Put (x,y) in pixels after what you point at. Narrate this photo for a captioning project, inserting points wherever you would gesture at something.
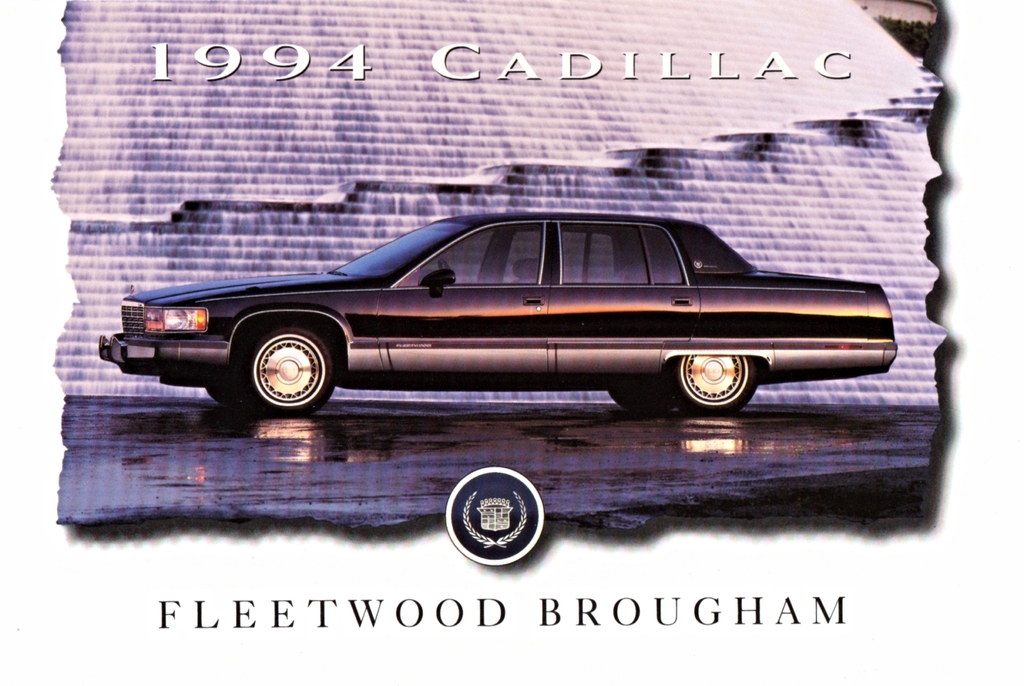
As we can see in the image there is a black color car (435,362) and water (273,461).
